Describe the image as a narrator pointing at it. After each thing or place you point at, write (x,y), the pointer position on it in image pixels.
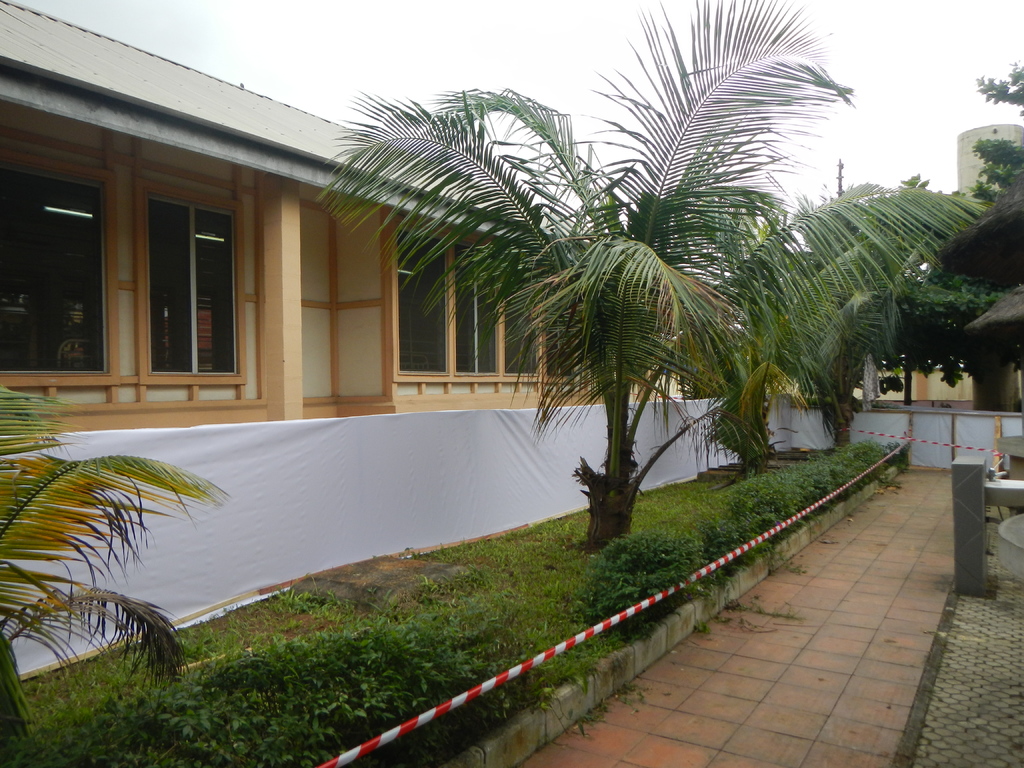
On the right side of the image (765,319) there are few trees (628,326). On the left side of the image (188,325) there is a building (449,318). In the background (849,82) there is a sky (789,126).
